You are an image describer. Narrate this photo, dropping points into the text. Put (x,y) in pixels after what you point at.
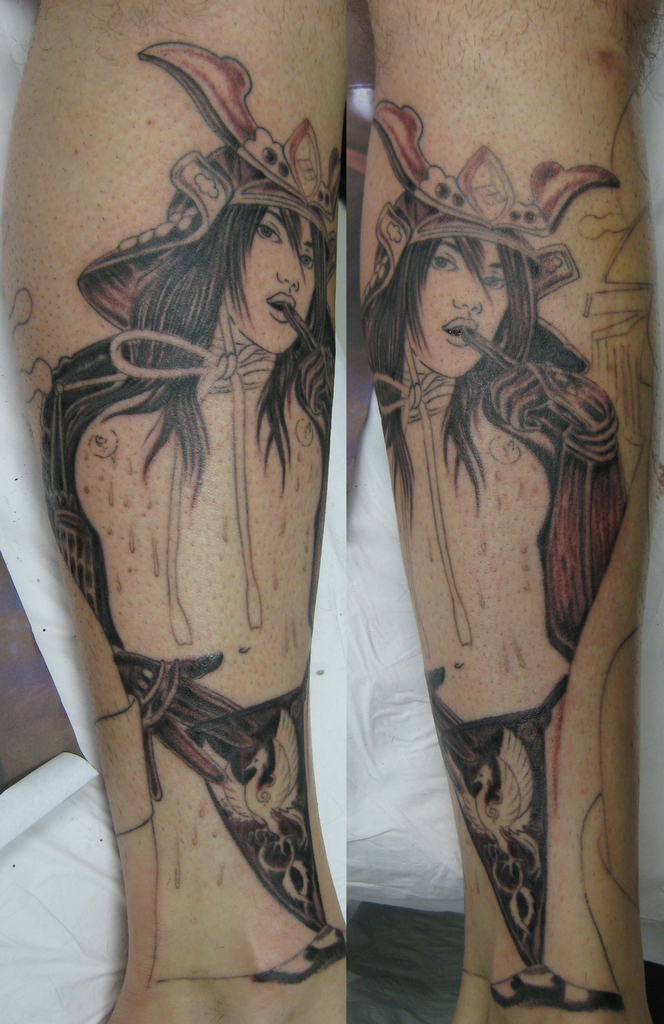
In this image I can see the legs (333,331) and there is a art (228,353) of person (502,575) on the legs (491,739). In the back (352,721) I can see the white cloth (346,826).
